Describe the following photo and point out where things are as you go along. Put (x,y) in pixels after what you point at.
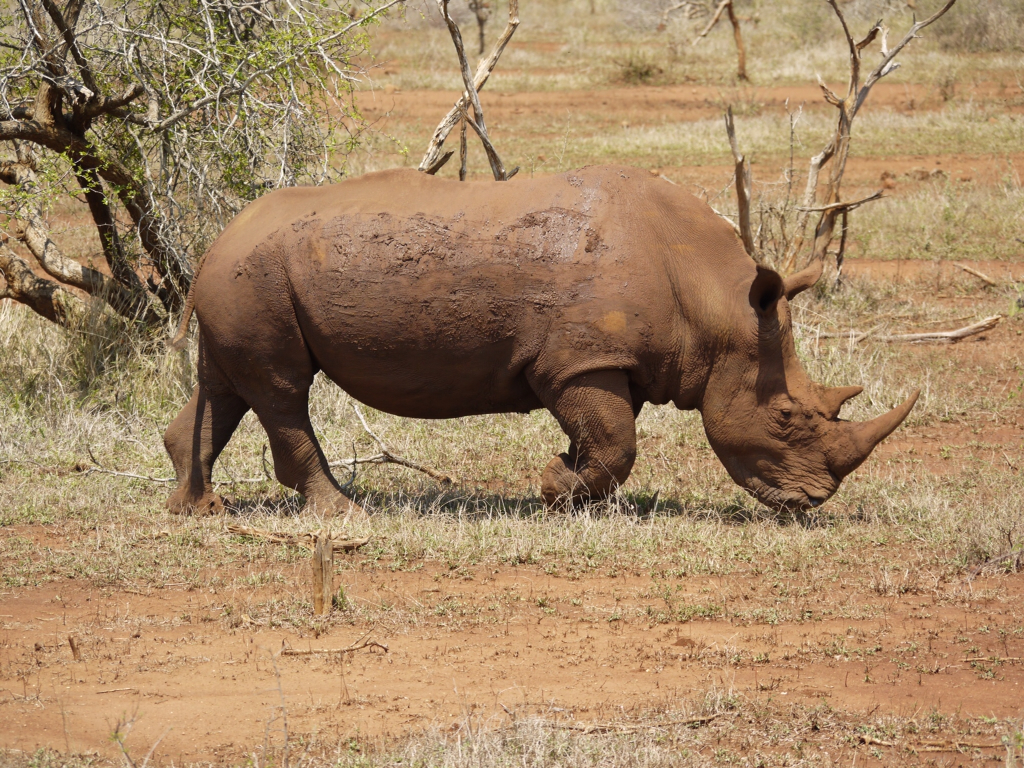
In this image I can see an animal (497,307) which is in brown color. It is standing on the ground (343,578). In the back (311,113) I can see many trees (256,162).
